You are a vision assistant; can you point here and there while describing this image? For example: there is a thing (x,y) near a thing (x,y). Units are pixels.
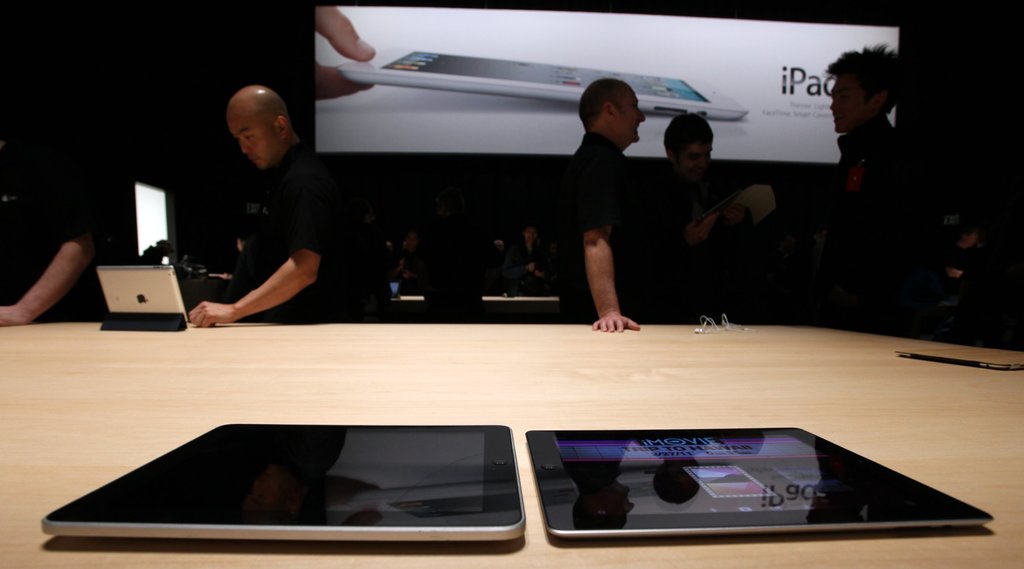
In this image i can see two i pads (434,466) on a table (448,400) and four mans (306,269) standing the man (676,180) standing here is laughing, at the back ground (543,99) i can see a screen (477,114).
